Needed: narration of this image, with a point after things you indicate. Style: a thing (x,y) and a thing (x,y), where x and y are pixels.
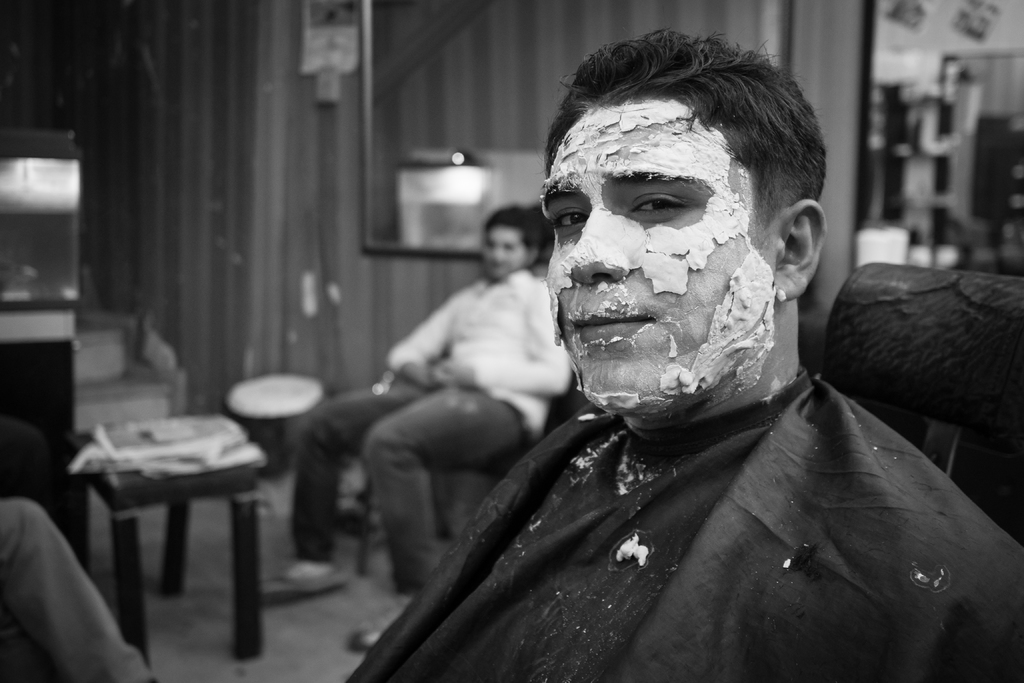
Man (657,421) in front of picture wearing black dress (536,585) is having face pack (602,141) on his face (712,222). Behind him, we see man (486,319) in white shirt (482,342) is sitting on chair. In front of him, we see a table (171,485) on which things (176,425) are placed and on background (201,164), we see a wall (232,134). On the top of the picture (868,154), we see mirror (865,220) and this picture is a black and white picture.
